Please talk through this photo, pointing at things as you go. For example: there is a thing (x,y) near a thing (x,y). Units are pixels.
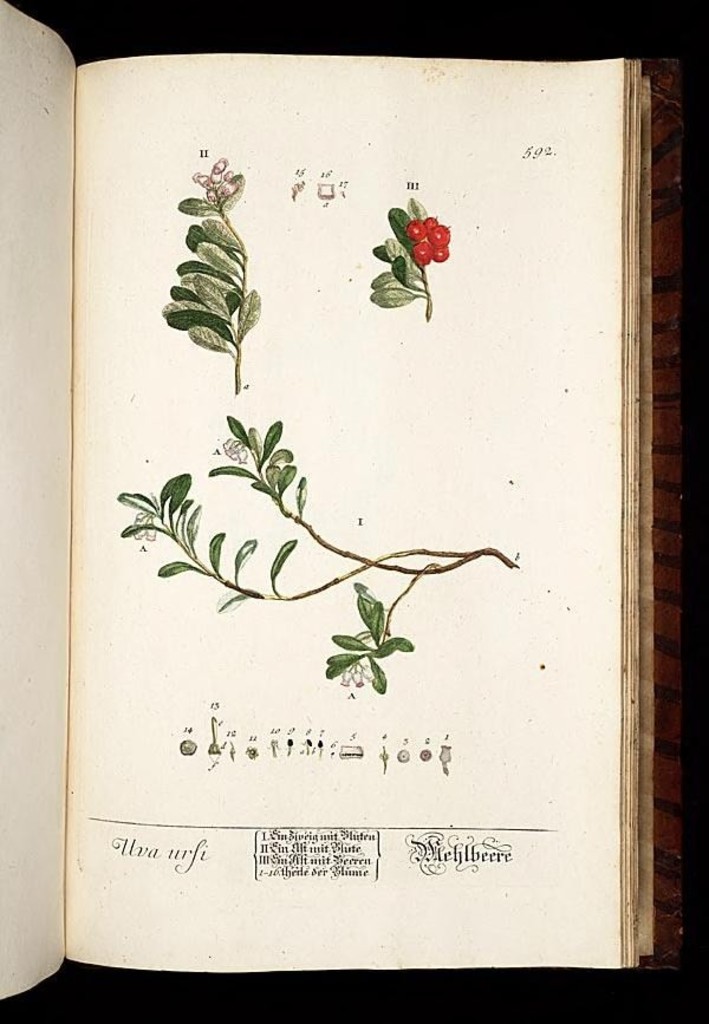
In the image in the center (312,478), we can see one book (285,517). In the book (323,502), we can see some drawings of leaves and fruits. And we can see something written in the book (404,724).
